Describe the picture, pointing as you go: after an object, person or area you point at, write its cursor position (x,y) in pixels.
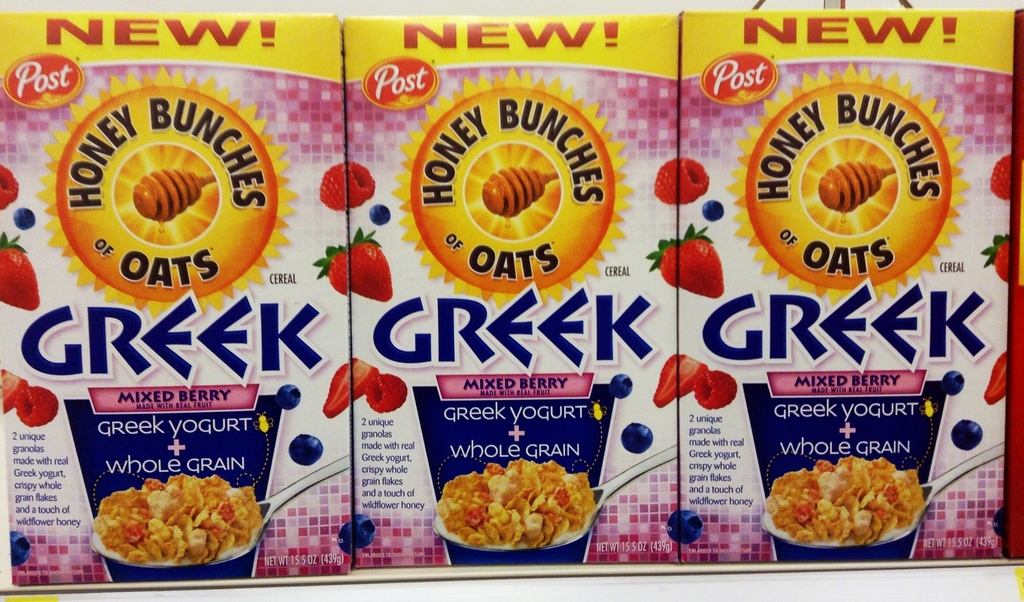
In the picture I can see an edible product boxes (575,330) which has few images (492,215) and something written on it.
